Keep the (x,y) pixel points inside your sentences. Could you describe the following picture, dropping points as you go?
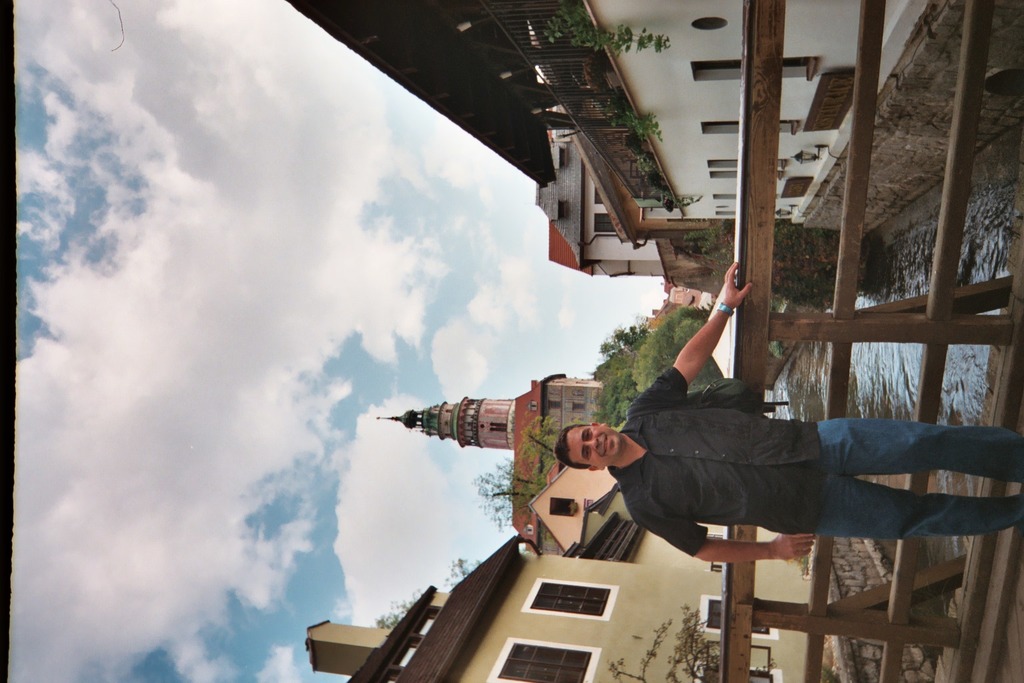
This image consists of a man (810,503) wearing a black shirt (650,483) and blue jeans (963,515). Behind him, there is a railing (775,1) made up of wood (1012,361). At the bottom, there is water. On the left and right, there are buildings (536,590). In the middle (657,374), there are trees (628,386). At the top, there are clouds (255,334) in the sky (414,473).
